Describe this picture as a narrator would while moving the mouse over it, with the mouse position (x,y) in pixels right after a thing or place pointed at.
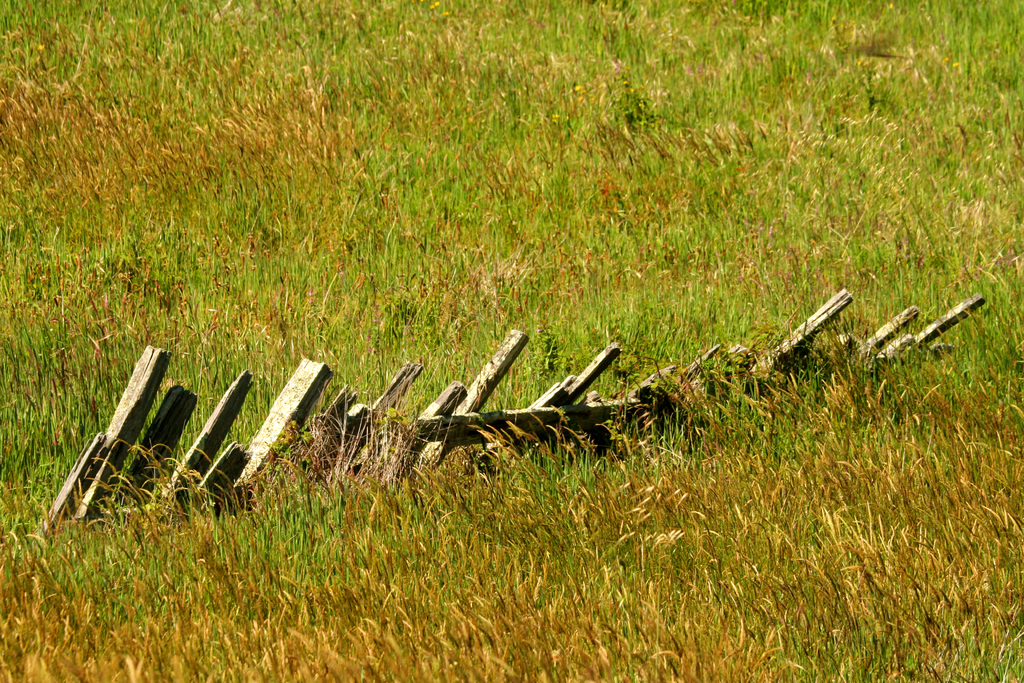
At the bottom of the picture (686,557), we see the grass (505,524). In the middle (482,414), we see the wooden sticks (446,397) or a wooden fence (501,424). In the background (518,133), we see the grass (512,207).
